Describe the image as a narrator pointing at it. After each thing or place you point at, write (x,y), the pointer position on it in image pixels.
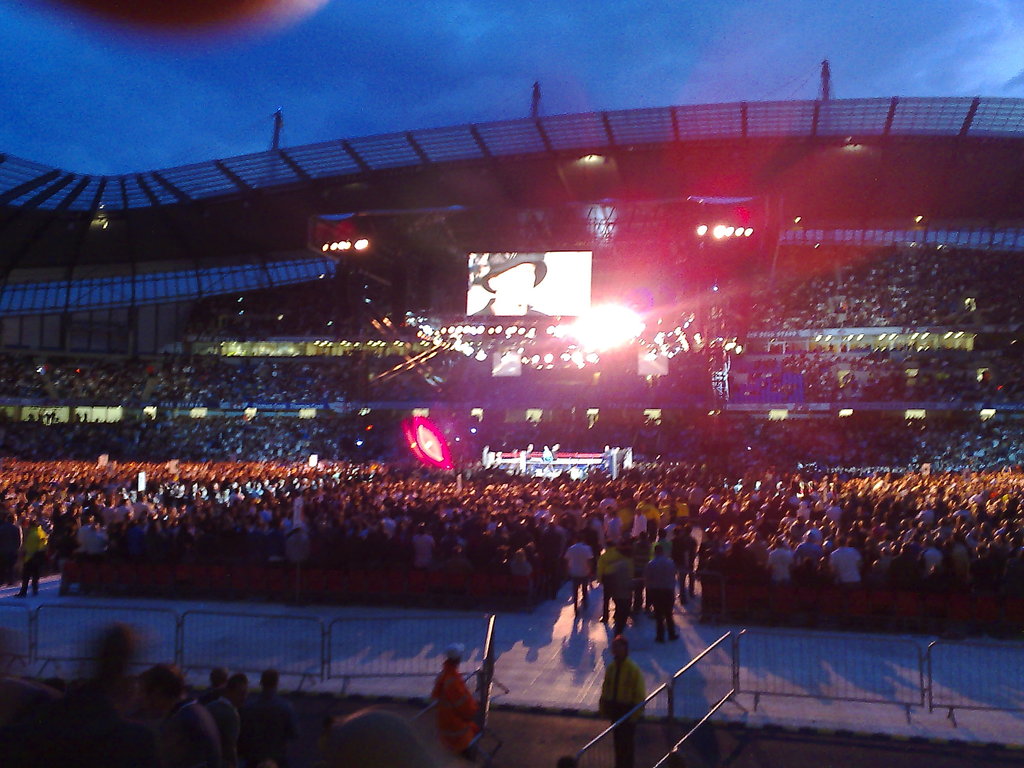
In this picture we can see a concert like place (409,389) in which there are some people (347,422), lights (636,330) and projector screen (514,287).
